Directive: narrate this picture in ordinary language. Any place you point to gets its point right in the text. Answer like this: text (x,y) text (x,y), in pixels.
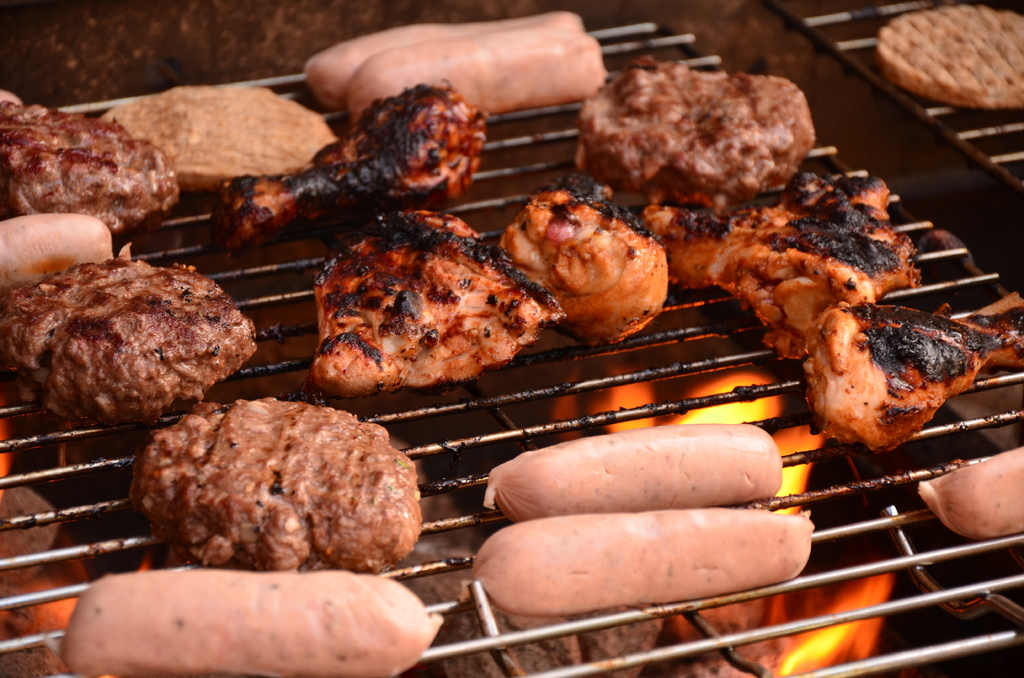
In this image we can see sausages (573,52) and pieces of meat (817,264) on the grill pan (676,346). We can also see fire (772,387) under the grill pan (682,301).
